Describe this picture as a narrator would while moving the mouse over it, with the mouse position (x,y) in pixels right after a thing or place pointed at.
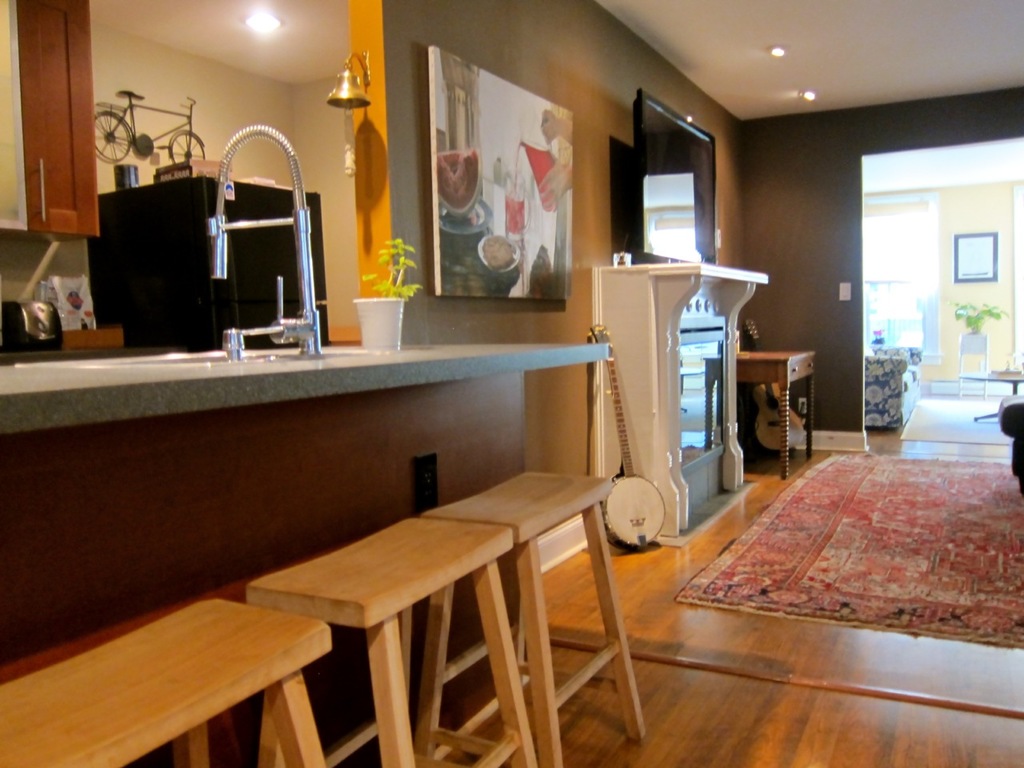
In this image there is a wooden floor (771,708) at the bottom (768,689). On the floor (823,660) there is a carpet (943,528). On the left side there is a wall (500,65) on which there is a painting (487,220). Beside the painting (552,223) there is a television (650,168) which is kept on the wall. Beside the television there is a banjo (627,494). On the left side (235,669) there are wooden chairs (328,620) kept on the floor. In front of the wooden chairs (385,590) there is a sink (247,335). Beside the sink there is a fridge (165,217). At the top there are lights (258,23). Beside the sink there is a plant (374,323). In the background (41,142) there are cupboards (30,132). On the right side (968,262) top there is another room (927,340) in which we can see that there is a sofa (888,352). Beside the flower vase (979,319) there is a photo frame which is attached to the wall (953,356).
